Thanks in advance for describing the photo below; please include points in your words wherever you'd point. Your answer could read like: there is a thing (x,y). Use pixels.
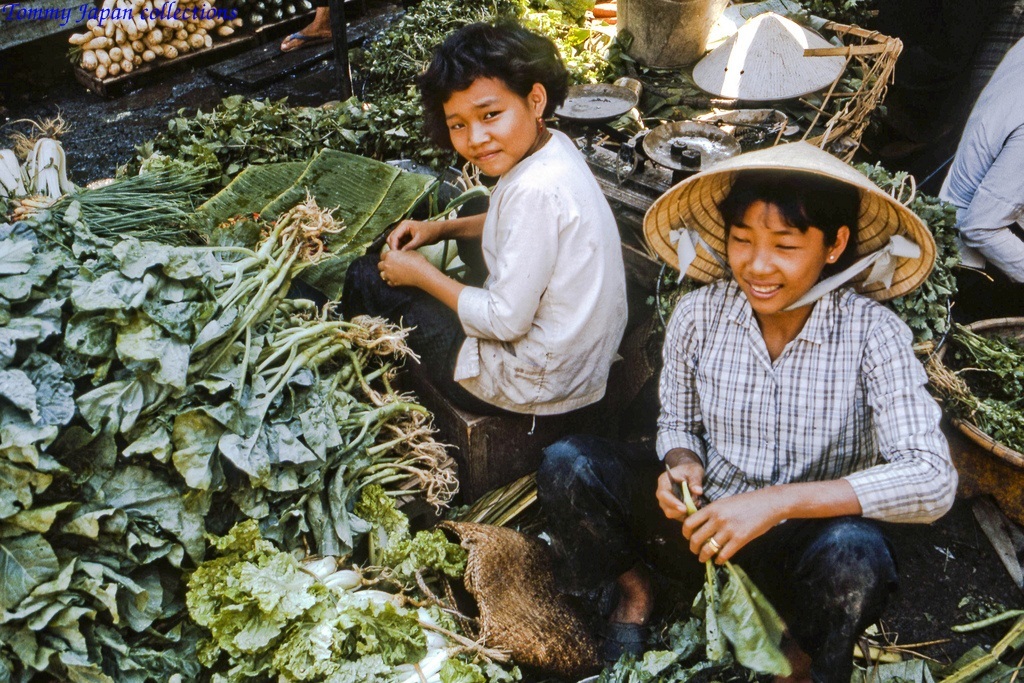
In the image there are two people (714,350) selling many leafy vegetables (315,471) and behind them there is a weighing machine (664,146) and on the right side (966,210) there is another person (976,172) behind them.
